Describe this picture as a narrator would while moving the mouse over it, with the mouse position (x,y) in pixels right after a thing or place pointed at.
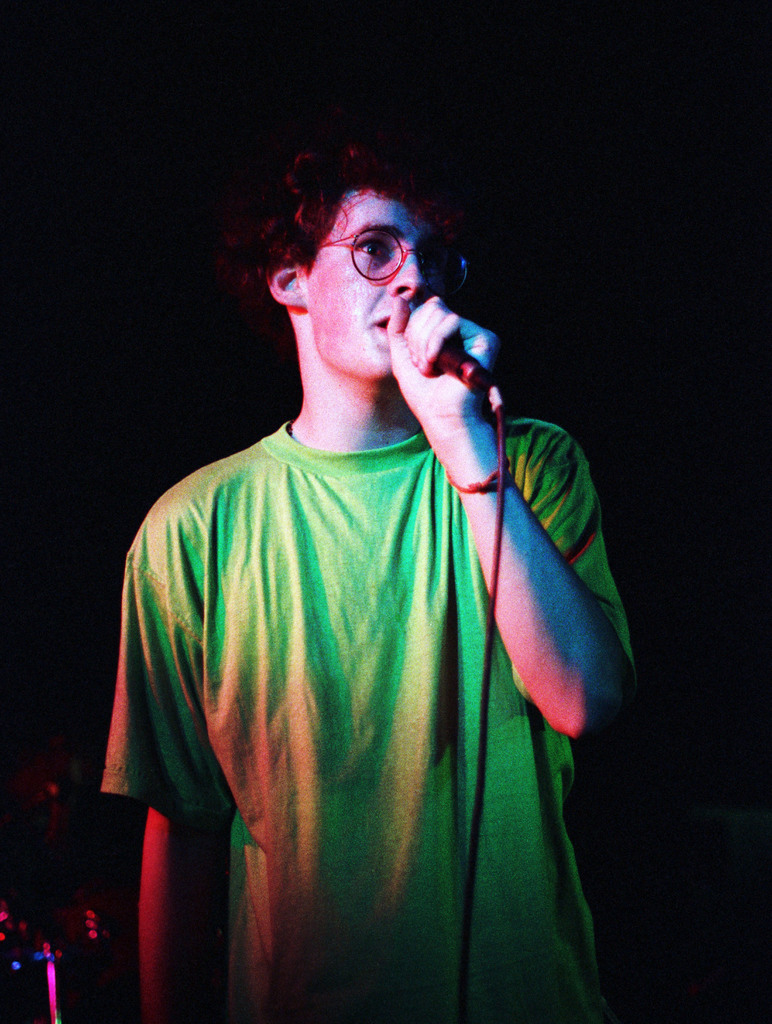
In this picture we can see a person (223,481) holding a mike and looking at someone.
